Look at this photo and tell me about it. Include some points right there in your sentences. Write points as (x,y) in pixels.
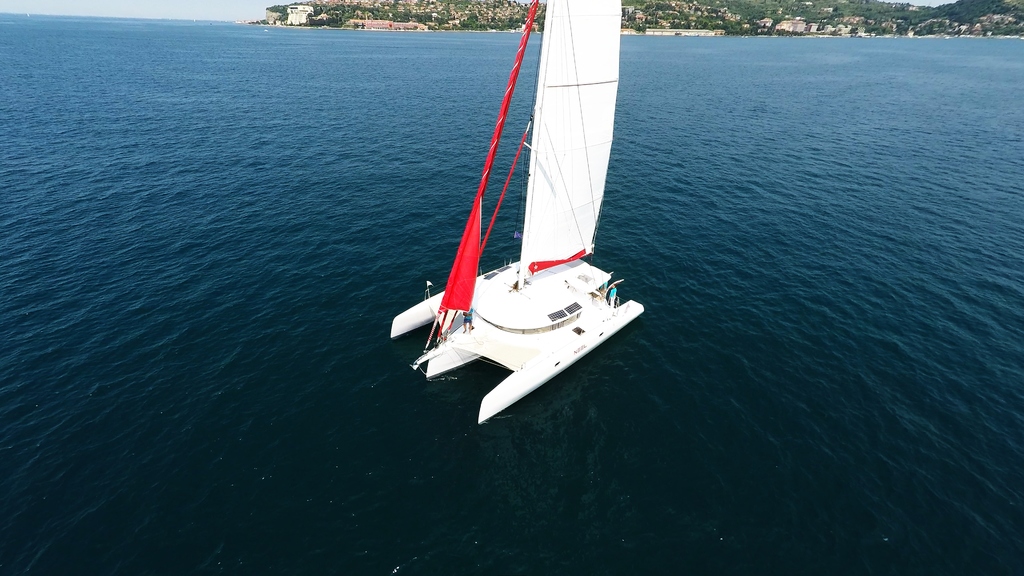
This picture is clicked outside. In the center (466,324) we can see a person (470,312) standing on the boat (521,321) and we can see the white color cloth (570,102) and the ropes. In the background (278,195) we can see the sky (218,9), houses (659,18), trees (961,23), water body (746,127) and some other objects (854,34).
